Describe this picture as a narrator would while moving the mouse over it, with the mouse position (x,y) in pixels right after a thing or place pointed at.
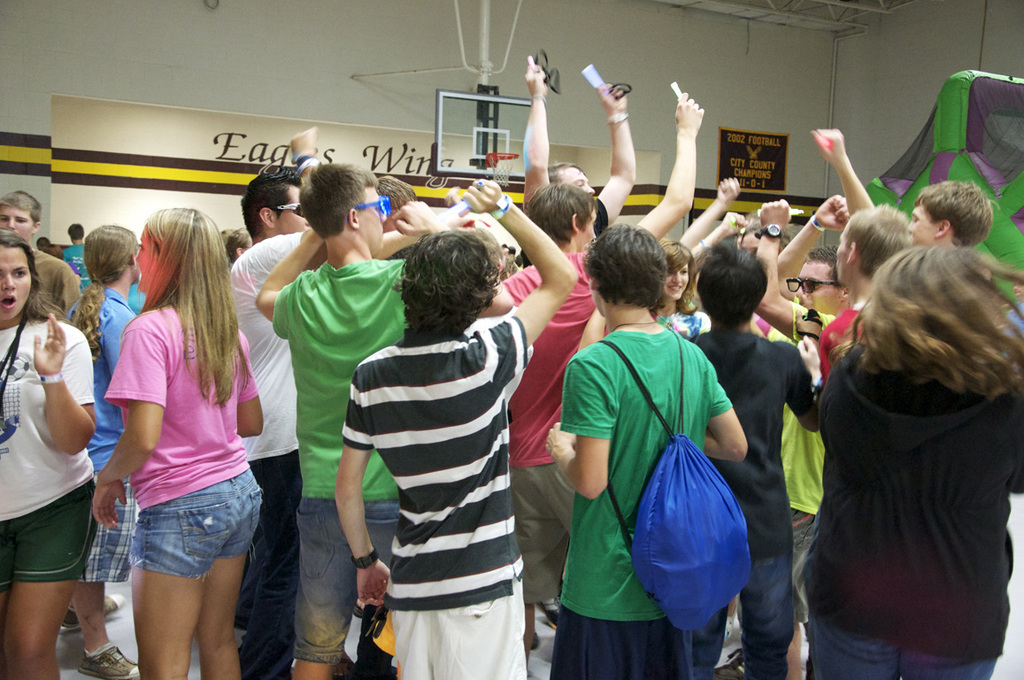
In this image there are group of people (793,632) standing together, in which some of them are holding objects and raising their hands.
